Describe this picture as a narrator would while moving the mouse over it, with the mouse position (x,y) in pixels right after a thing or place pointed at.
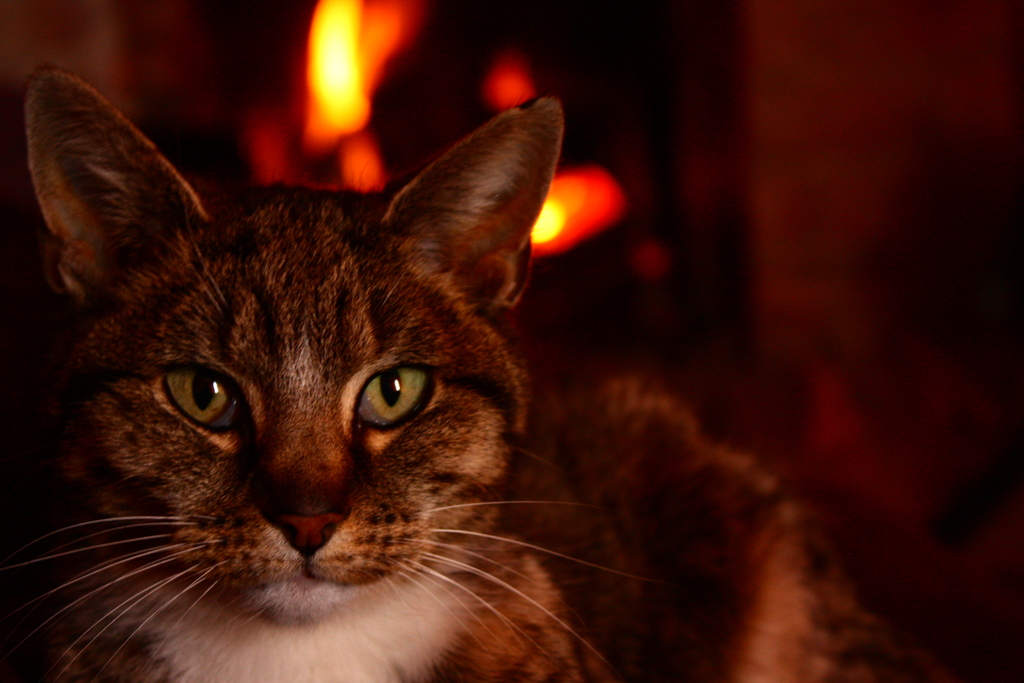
In the picture there is a cat (427,343) and the background of the cat (652,443) is blur.
